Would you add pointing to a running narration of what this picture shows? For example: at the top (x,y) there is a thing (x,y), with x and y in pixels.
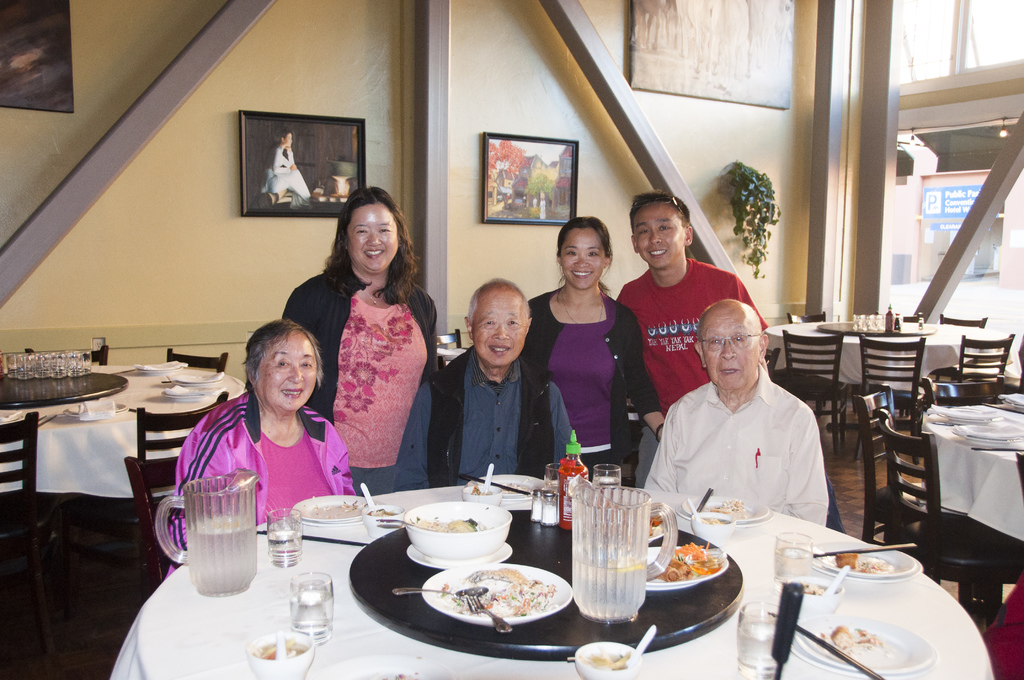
In this image I can see people (231,452) where few of them are sitting and few are standing. I can also see smile on their faces (587,260). Here on this table (230,666) I can see few jars (588,579), glasses (742,639), plates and spoons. In the background (82,458) I can see few more tables (82,443), chairs (966,323) and on this wall (227,150) I can see few frames (560,139).
